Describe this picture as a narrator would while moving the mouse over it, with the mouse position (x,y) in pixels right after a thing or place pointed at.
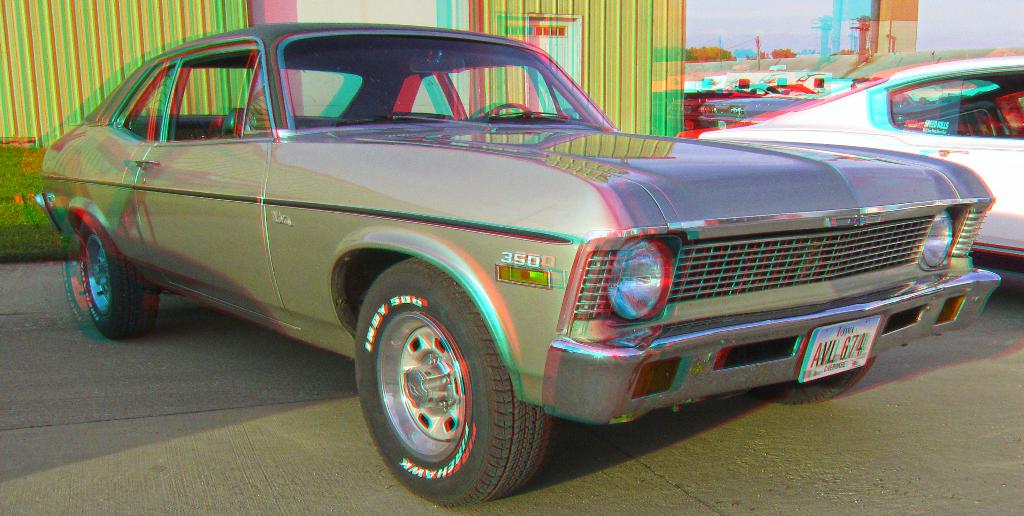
In this image I can see the ground (187,437), few cars (362,258) on the ground (168,439), some grass (16,172), few buildings (677,68) and few trees (753,52). In the background (779,40) I can see the sky (951,40).
